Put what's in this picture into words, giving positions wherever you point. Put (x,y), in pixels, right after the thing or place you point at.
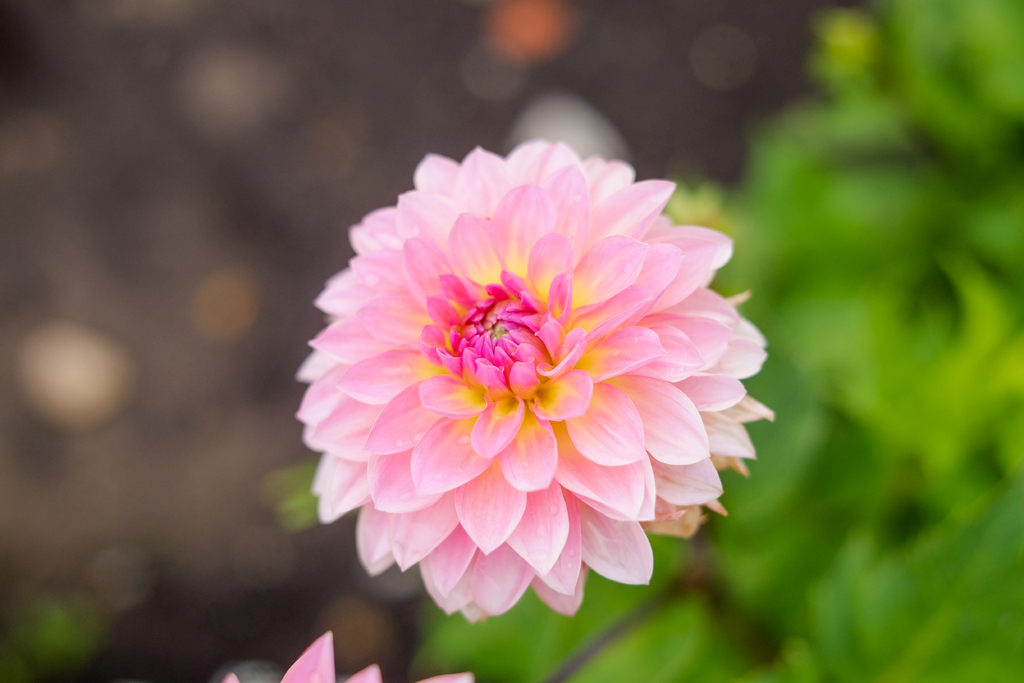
In this image, I can see a flower (562,483). At the bottom of the image (327,675), there are petals (310,681). There is a blurred background (249,609).
